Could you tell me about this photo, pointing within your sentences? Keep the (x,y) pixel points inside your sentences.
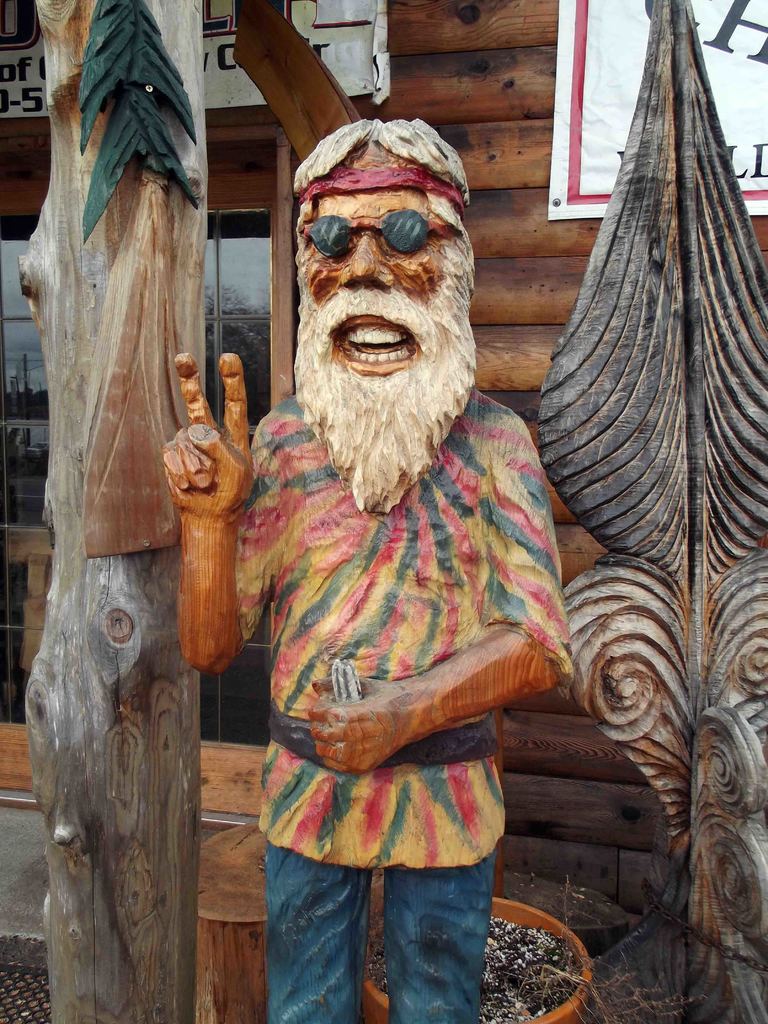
In this image, we can see wooden decorative objects (739,916) and pot (383,972). Background we can see wooden wall (561,768), posters (755,84) and glass window (266,351). On the glass window (222,416), we can see few reflections (24,631).
